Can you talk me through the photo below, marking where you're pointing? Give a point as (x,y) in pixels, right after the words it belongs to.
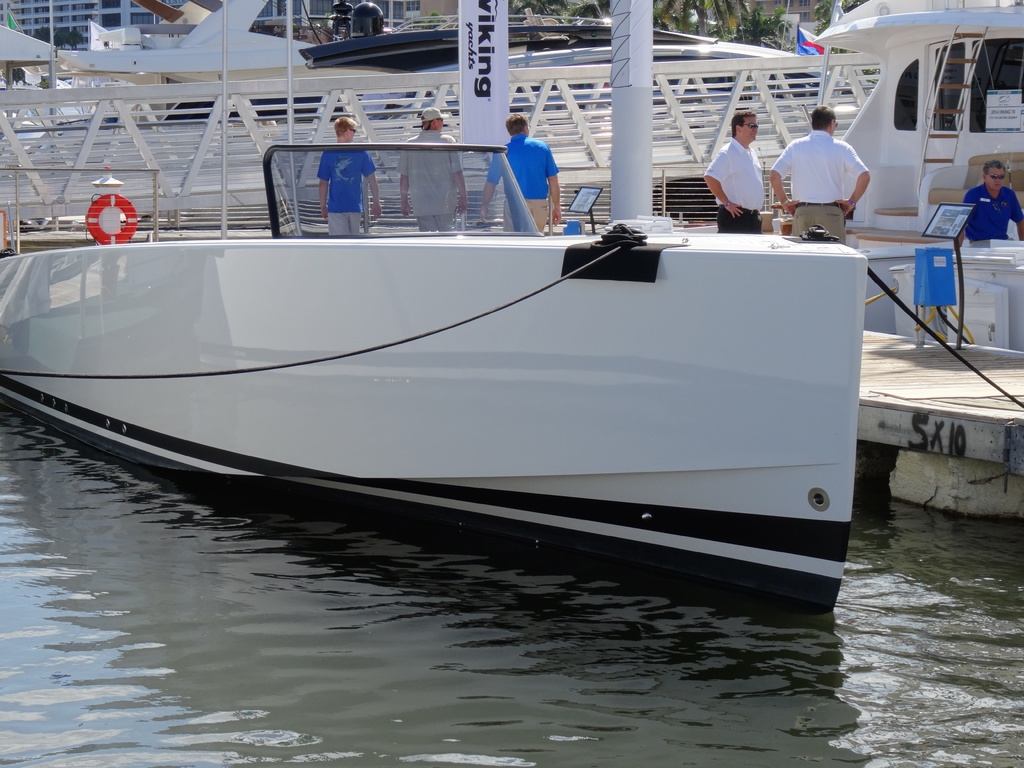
In this image we can see a boat (645,540) on the water (512,614). Here we can see poles (632,142), people (775,182), boards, flag (13,19), and objects (239,120). In the background (59,24) we can see buildings (59,9) and trees (61,41).
